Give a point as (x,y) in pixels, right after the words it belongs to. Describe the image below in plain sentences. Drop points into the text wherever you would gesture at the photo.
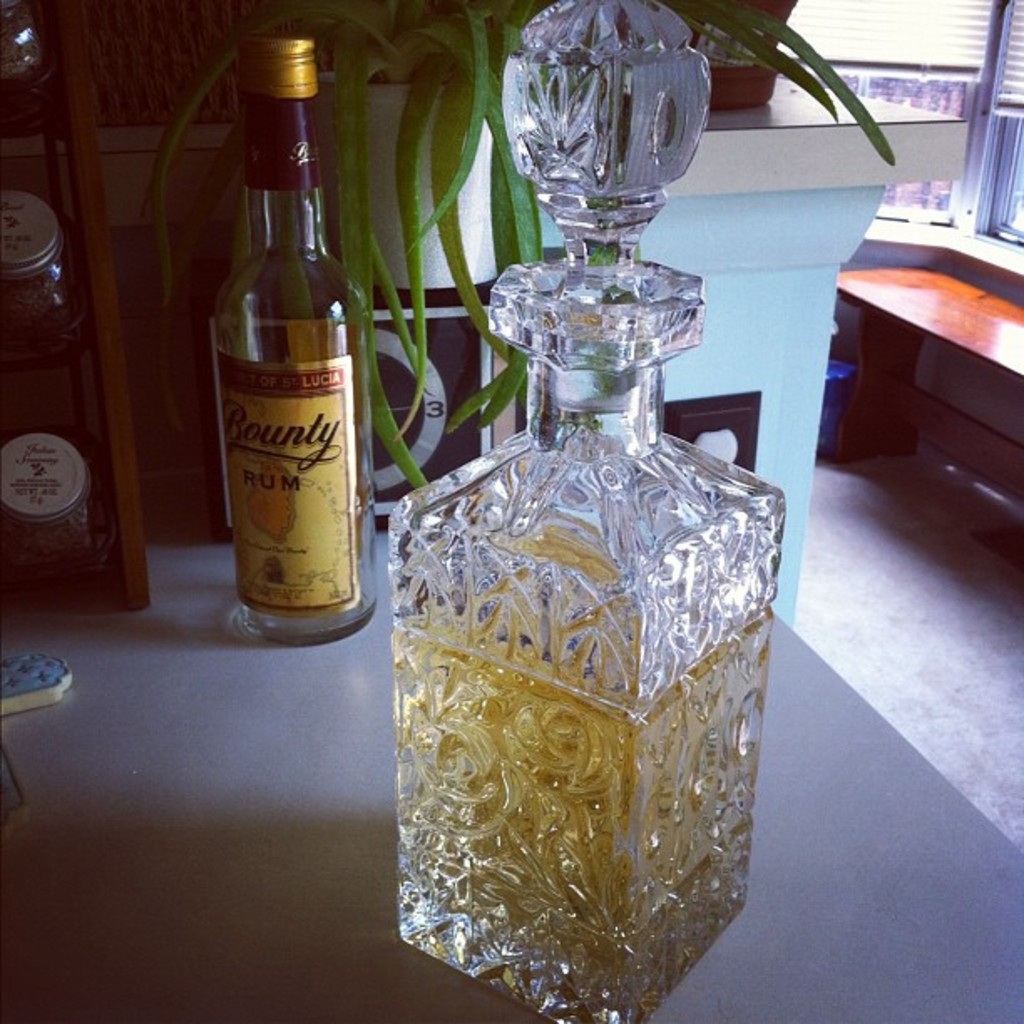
In this picture there is a glass bottle (518,149) contains liquid (608,747) in it and there is another bottle (249,600) at the left side of the image (255,621), there is a plant (442,219) at the top of the image (511,167) and there is a desk (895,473) at the right side of the image (945,298).
